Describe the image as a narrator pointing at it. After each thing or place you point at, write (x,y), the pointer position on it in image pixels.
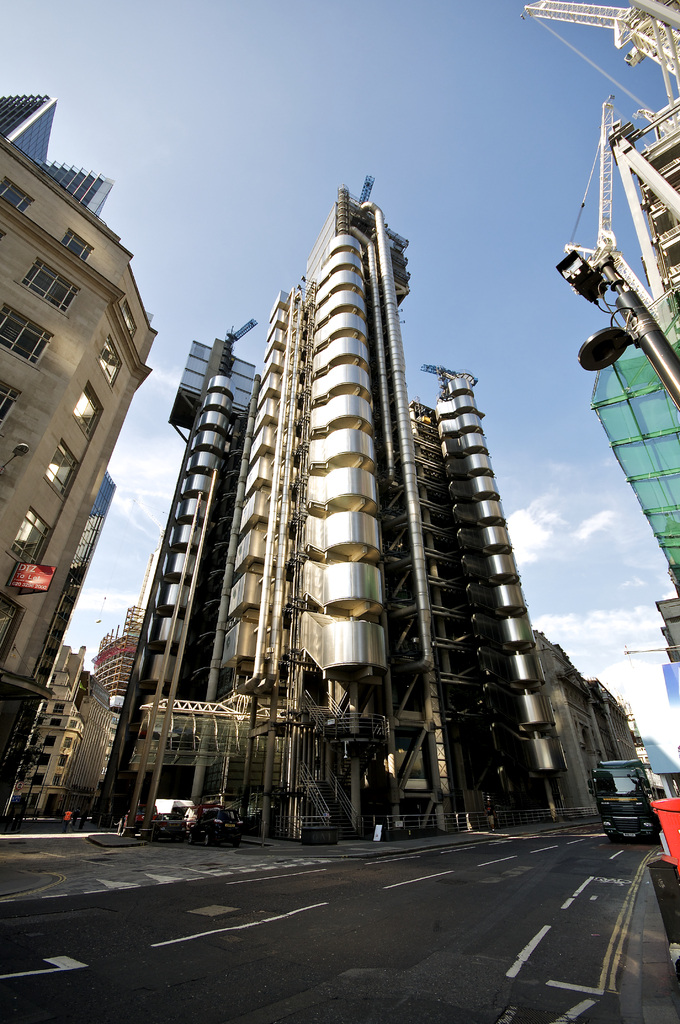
In this image we can see buildings (275,699), motor vehicles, iron grills (315,792) and sky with clouds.
